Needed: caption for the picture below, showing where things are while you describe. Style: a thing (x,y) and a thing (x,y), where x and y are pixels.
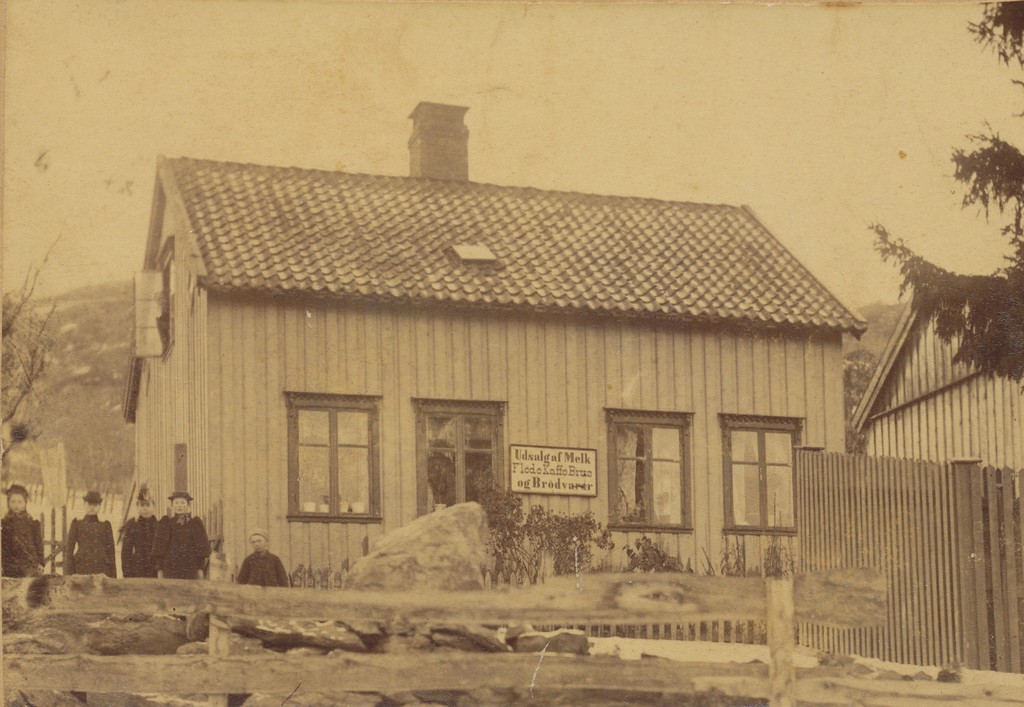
This is a black and white image and it is an outside view. At the bottom (243,679) there is a fencing (253,693), at the back of it I can see few rocks (392,634). On the left side (76,547) there are few people (97,560). In the background (625,493), I can see few houses (543,430), plants (524,518) and trees (9,336). At the top of the image (734,101) I can see the sky (801,69).
